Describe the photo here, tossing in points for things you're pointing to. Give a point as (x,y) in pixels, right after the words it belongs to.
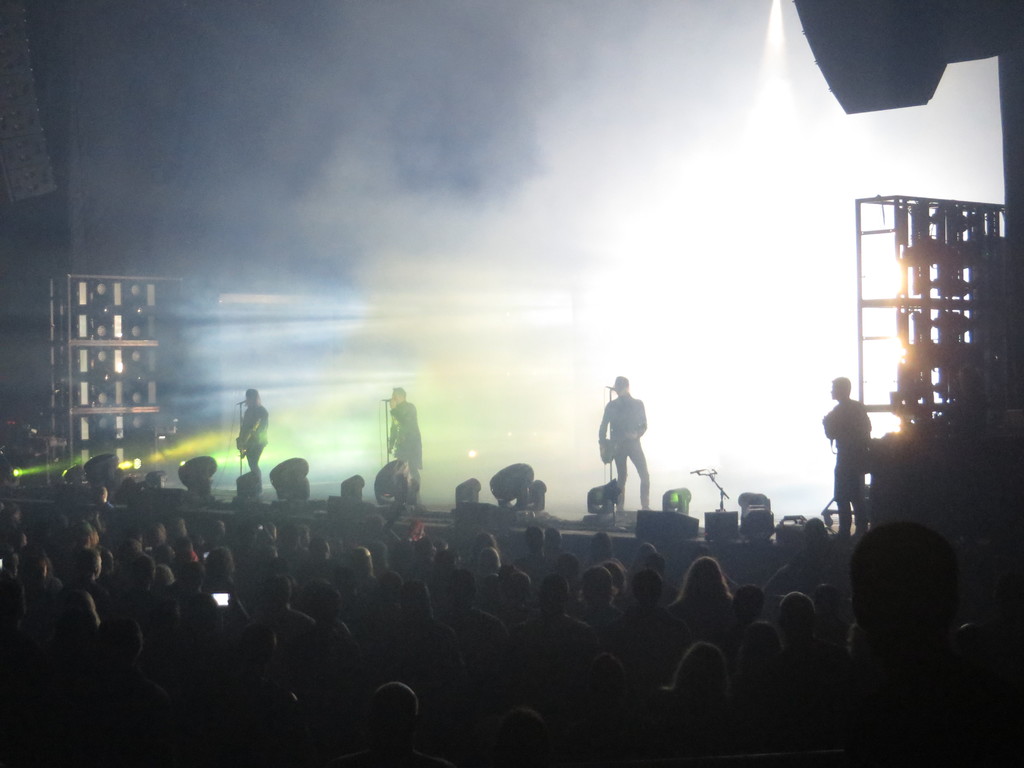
In this image we can see persons (395,413) holding the musical instruments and are standing on the stage (532,521) in front of the mics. We can also see the focus lights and some racks (123,339) on the left (113,340) and on the right (911,352). At the bottom (251,602) we can see many people (514,629). In the background (656,424) we can see the smoke (812,223).
